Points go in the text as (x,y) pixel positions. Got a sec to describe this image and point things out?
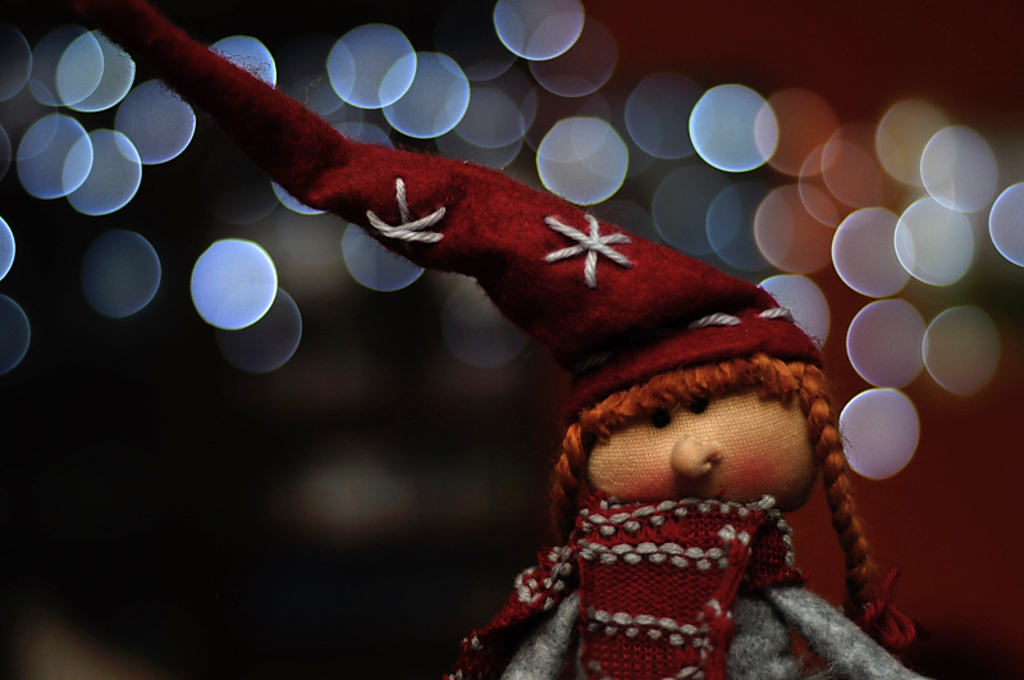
In this picture I can see there is a doll (562,269) and there is a red color cap (565,243) and in the backdrop (496,315) I can see there are lights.
